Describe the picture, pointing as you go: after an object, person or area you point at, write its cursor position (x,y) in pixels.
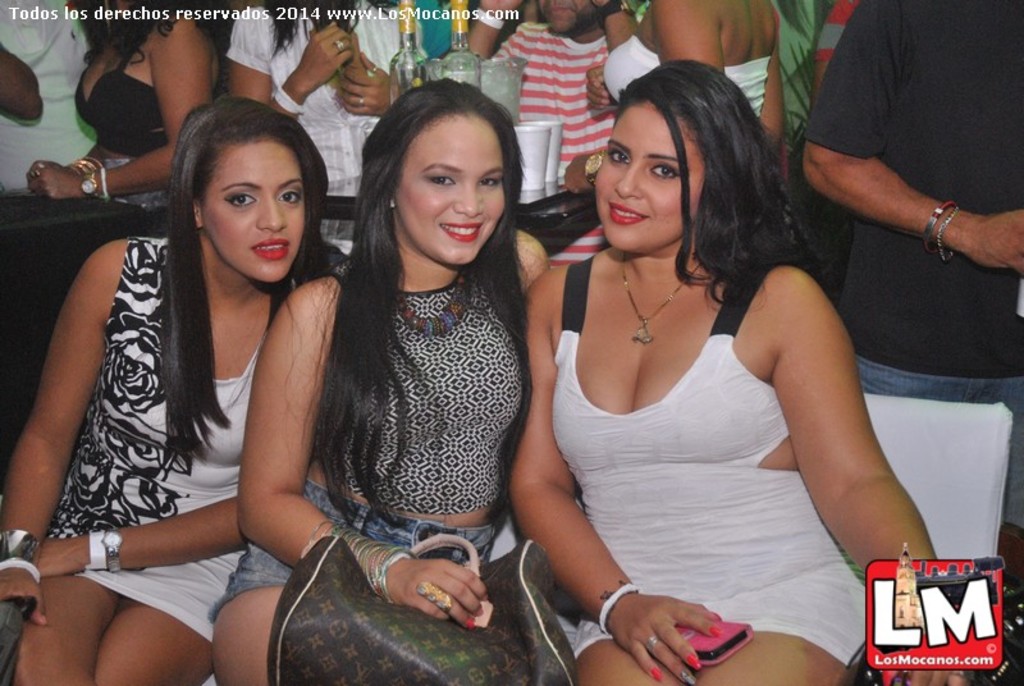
In this image, in the middle (460,372), we can see three women (280,356) are sitting on the chair (954,418). In the background (628,54), we can see a group of people (609,47) and a table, on that table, we can see some bottles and a glass (532,172).
